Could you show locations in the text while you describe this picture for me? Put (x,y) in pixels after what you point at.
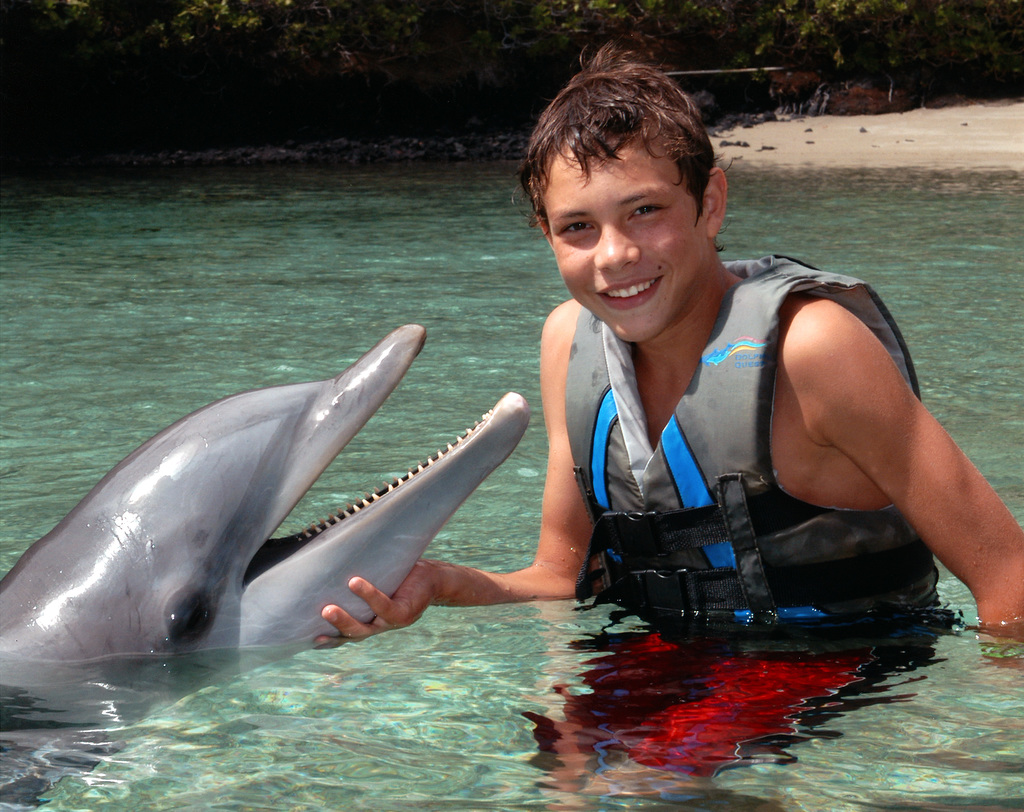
In this image we can see a person (603,454) wearing a jacket (603,479) and there is a dolphin (243,401). At the bottom of the image (360,724) there is water (528,739). In the background of the image (403,109) there are trees (913,38) and sand (831,149).
